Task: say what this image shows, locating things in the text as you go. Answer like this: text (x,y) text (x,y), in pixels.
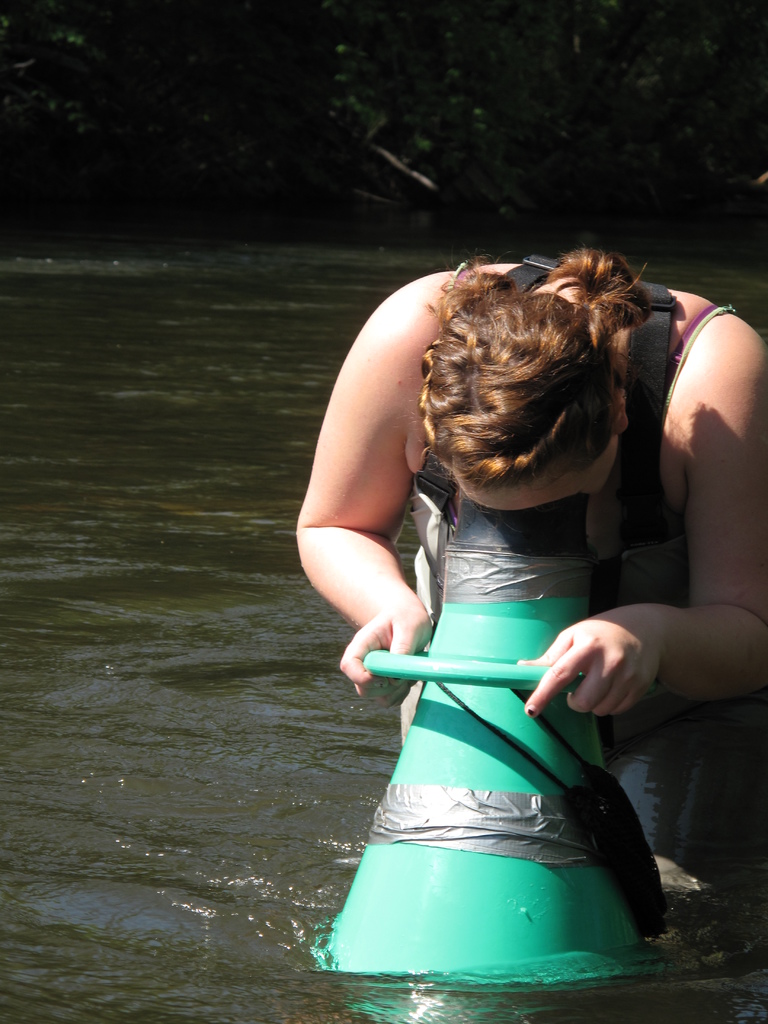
On the right side of the image (722,394) a person (546,473) is standing in water (236,552) and holding an object (475,748). At the top (363,131), the image is blur. In the background of the image (231,519) there is a water (206,576).
